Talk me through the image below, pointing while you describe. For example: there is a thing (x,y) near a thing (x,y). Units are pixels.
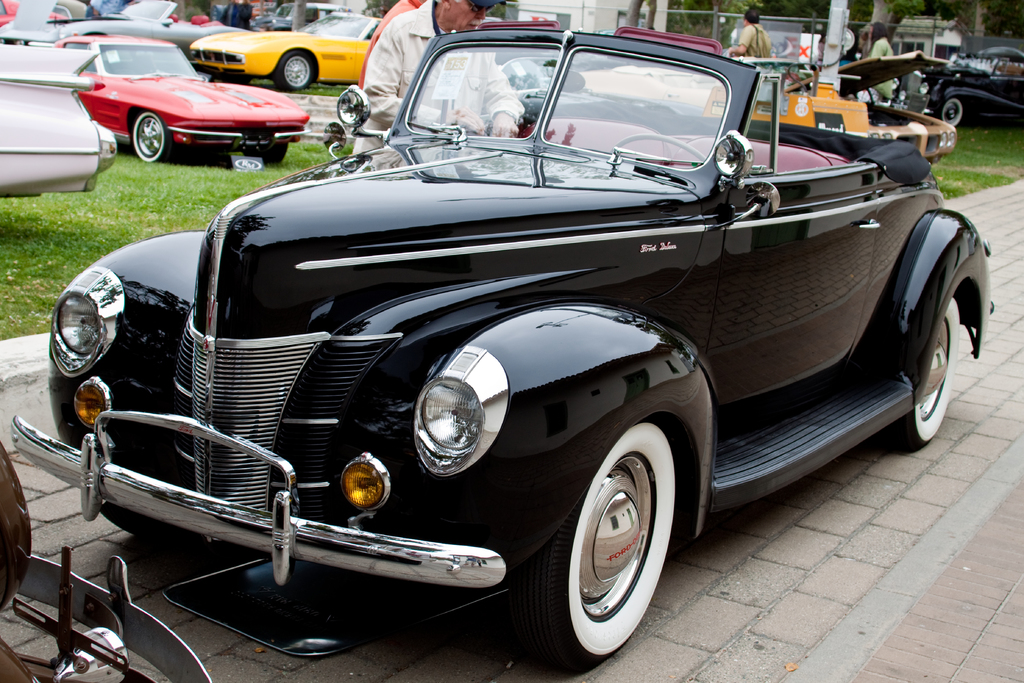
In this image there is a black color car (167,406) on the path (306,660), and at the background (885,36) there are cars (237,144) on the grass (182,196), house (897,47), wire fence (726,28), plants (675,22), group of people (748,43) standing.
